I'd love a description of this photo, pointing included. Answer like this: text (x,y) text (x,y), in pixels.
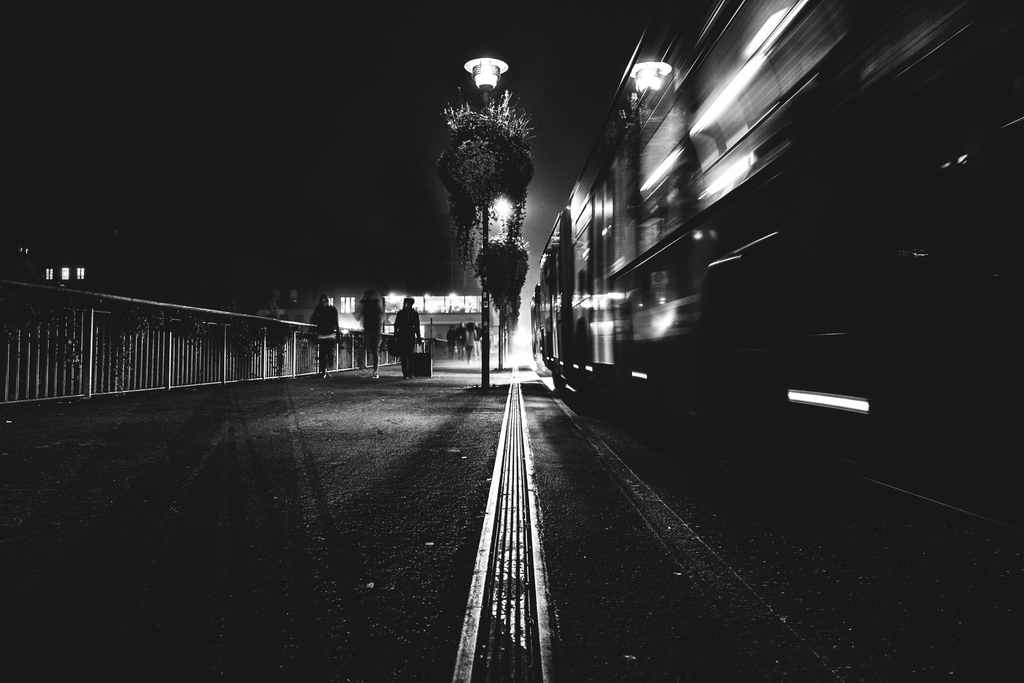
This is a black and white image. On the right side (772,364) there is a train (735,372) moving on a railway track (713,474) and there are lights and on the left (145,504) there are few persons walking and standing on the ground (152,534) at the fence (296,333) and there are trees (516,280), light poles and a building (425,298).
